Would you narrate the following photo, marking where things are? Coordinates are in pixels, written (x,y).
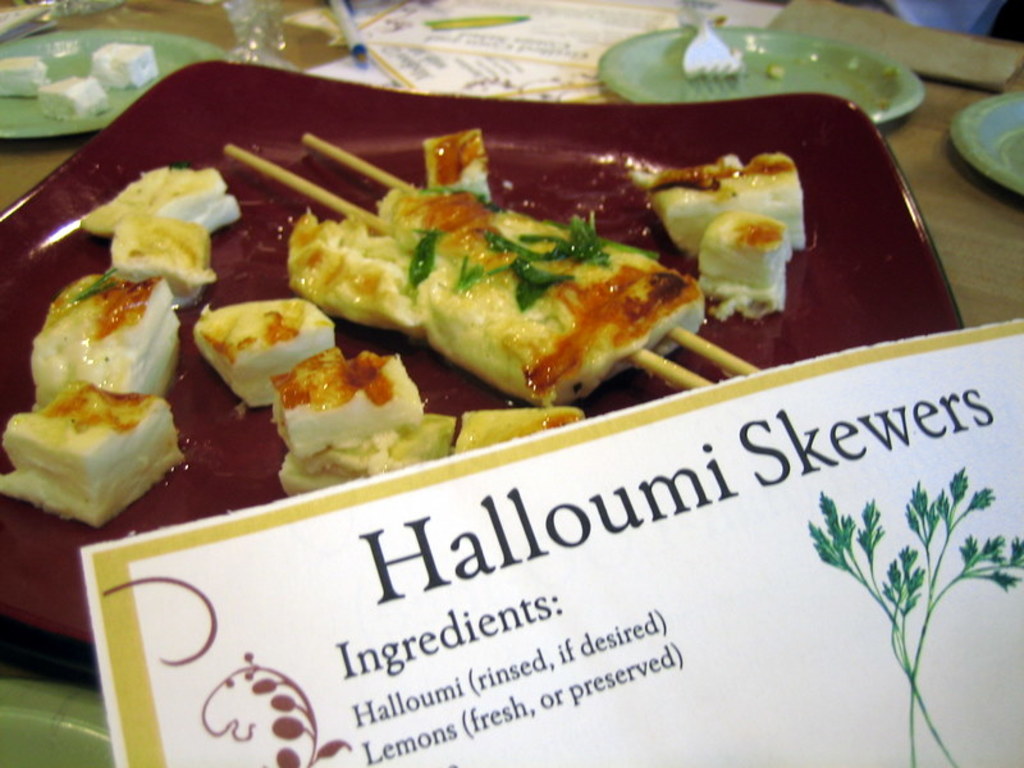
There is a poster (613,510) on, which there is text (363,640) in the foreground (573,564) and there are food items (476,332) in the plate (574,186) and other plates (995,149), posters (494,89), it seems like a glass (247,42) and a fork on the wooden surface (954,193).
